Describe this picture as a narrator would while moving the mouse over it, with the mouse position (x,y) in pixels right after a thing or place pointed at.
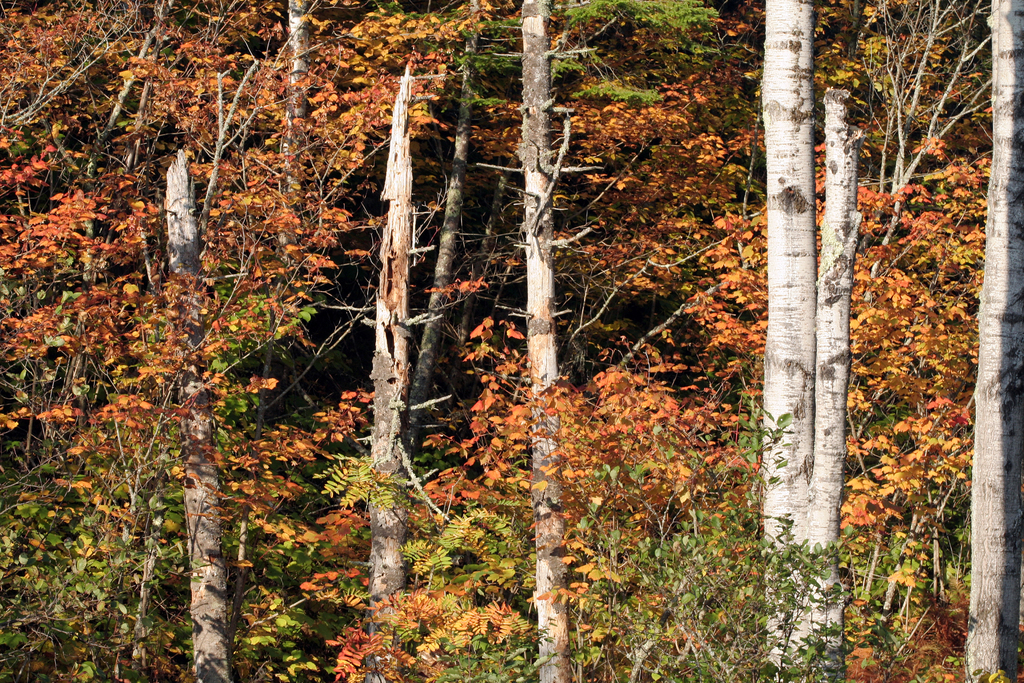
There is a thicket (679,445) with tall trees (441,244) and orange leaves (655,447).
